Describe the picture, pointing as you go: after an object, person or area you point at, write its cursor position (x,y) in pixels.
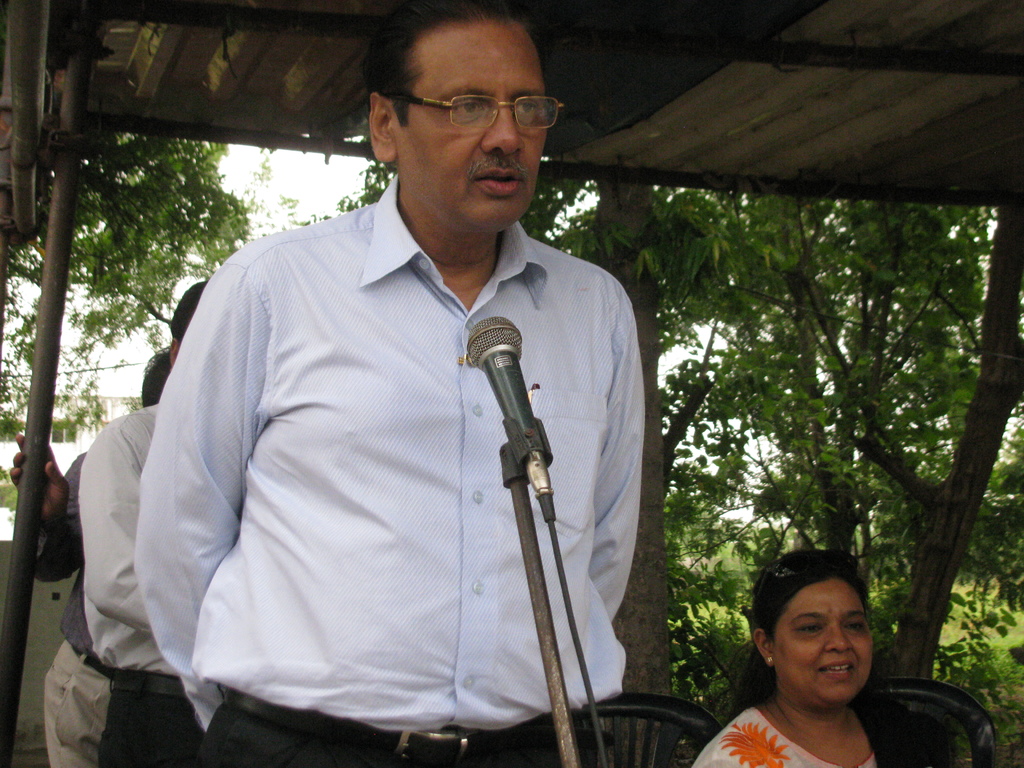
In the image there is a man (432,118) in light blue shirt (438,350) talking on mic (508,411) and on the right side (839,648) there is a woman (831,721) sitting on chair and behind them there are few persons (109,484) standing under the shed (329,71) and in the background (760,298) there are trees (714,311).
